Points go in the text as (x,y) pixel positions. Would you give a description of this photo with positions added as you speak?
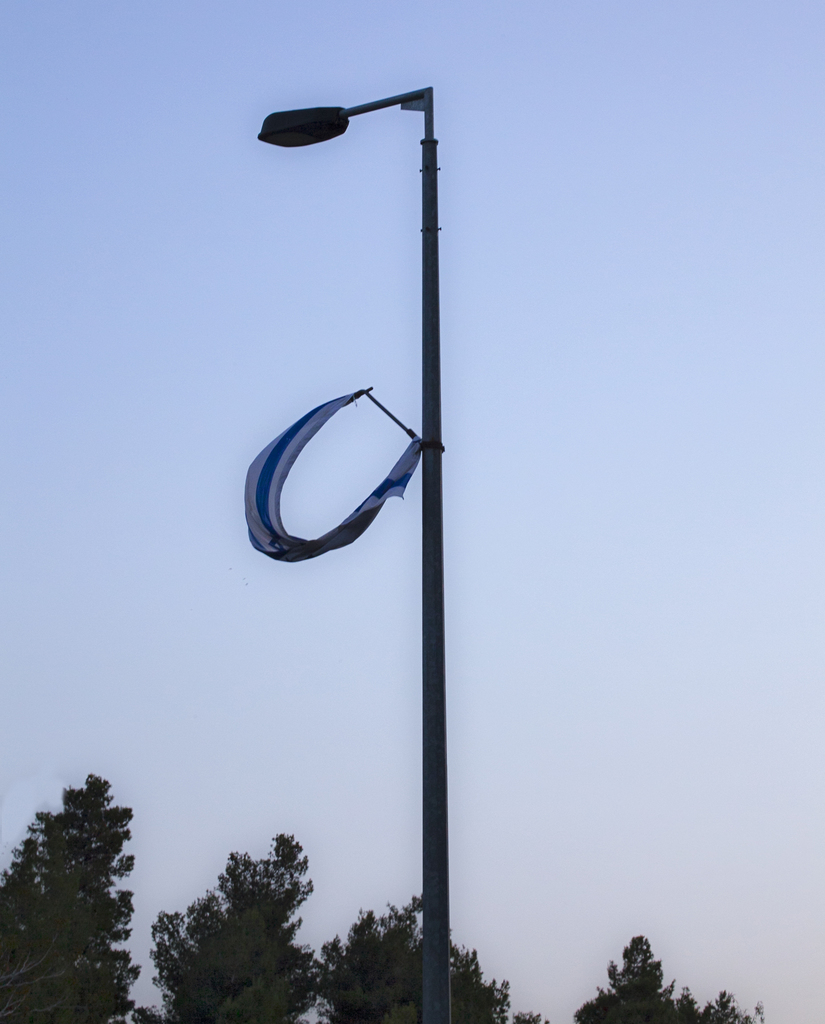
In the background (449,422) we can see the sky (449,422). In this picture we can see a light pole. There is an object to a pole (433,371). At the bottom portion of the picture (15,955) we can see trees (375,982).
